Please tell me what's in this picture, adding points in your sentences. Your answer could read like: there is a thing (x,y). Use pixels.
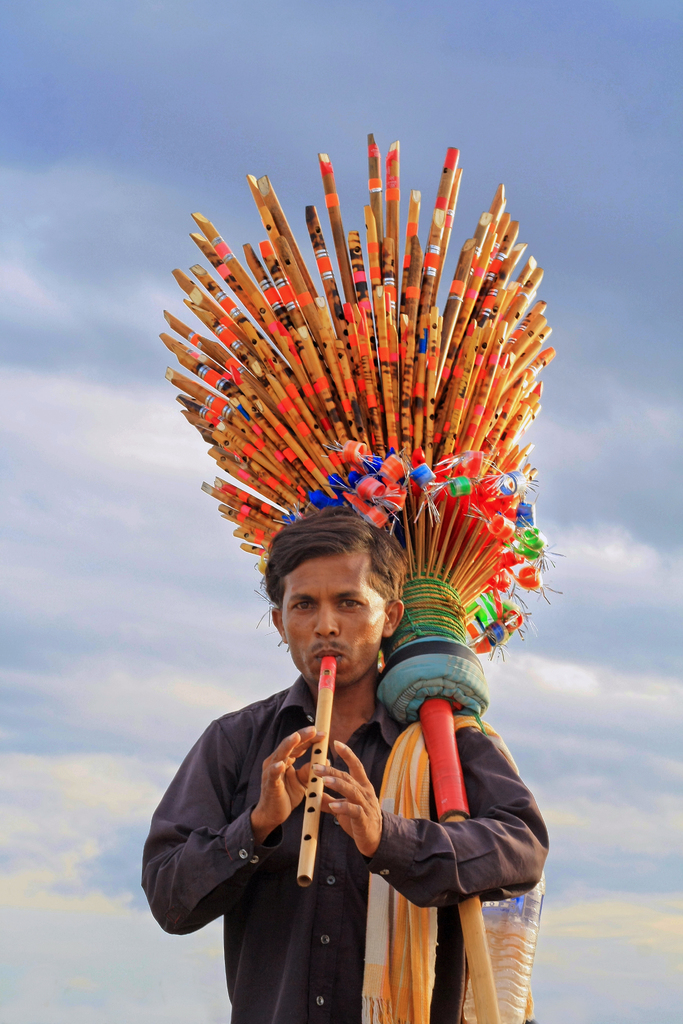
This picture shows a man (340,831) playing a flute (334,680) and he is carrying a bunch of flutes (305,445) and we see a blue cloudy Sky (681,292).
